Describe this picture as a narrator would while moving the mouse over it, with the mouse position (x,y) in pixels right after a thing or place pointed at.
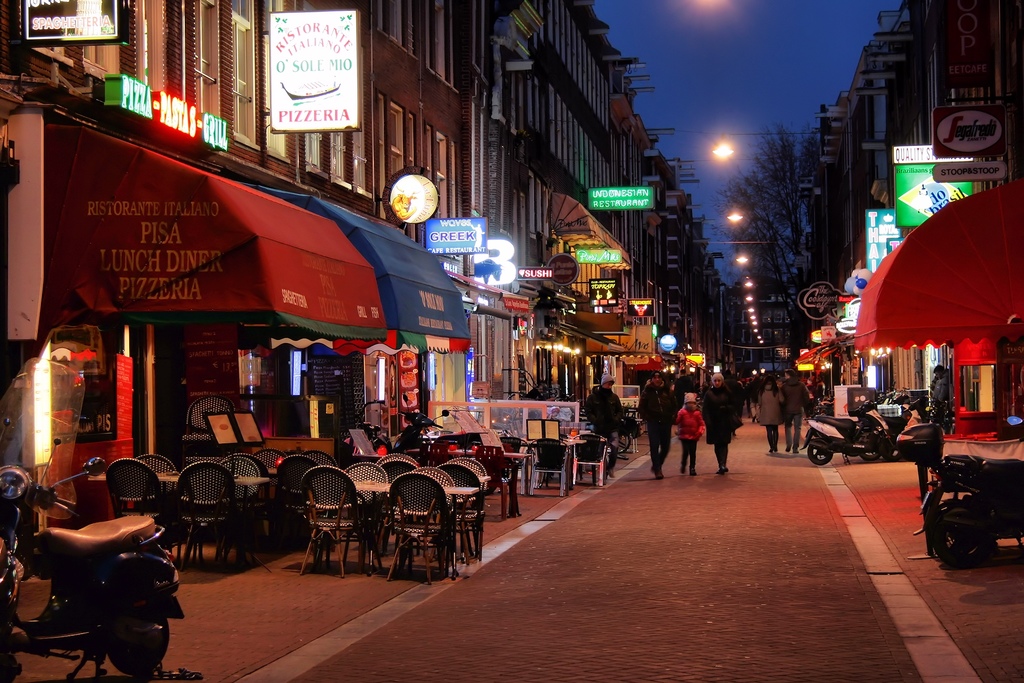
It is a street (722,546) and the image is captured in the night time, there are a lot of stores (356,346) beside the road (625,506) and in front of one of the stores (351,415) there are a lot of chairs (216,519) and in between the chairs (279,477) there are some tables (383,485) and there are some vehicles (419,445) parked in front of those stores (424,408), they are beautifully lit up and there are a lot of street lights (755,319) that are attached to the buildings (439,140) above the stores (630,254), many people (749,410) are walking on the road (752,491) in front of stores (895,295). In the background (785,256) there are some trees (783,228).
